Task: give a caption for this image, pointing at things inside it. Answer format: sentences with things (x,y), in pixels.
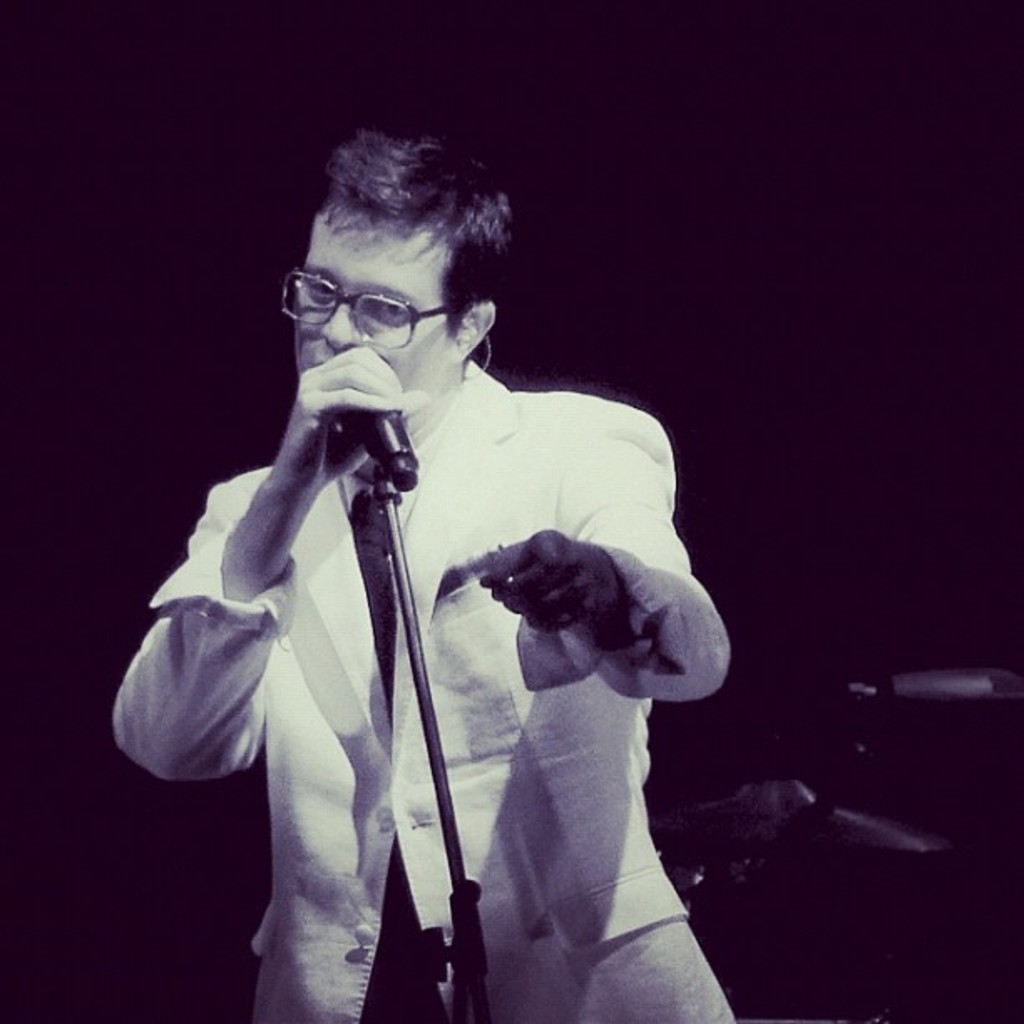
This is the picture of black and white image where we can see a person (443,398) holding a microphone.
